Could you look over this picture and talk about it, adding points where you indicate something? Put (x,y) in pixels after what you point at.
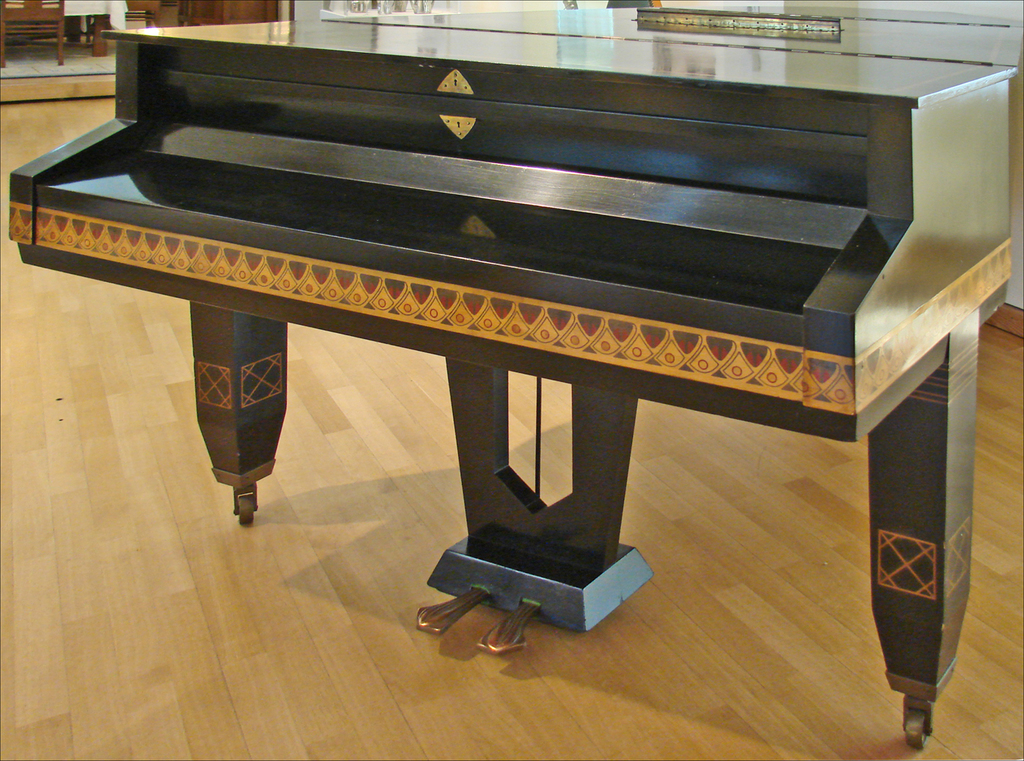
In the center of the image (502,312) there is a piano (522,541) on the ground (347,633). In the background (49,26) we can see chairs (38,34) and wall (343,6).
